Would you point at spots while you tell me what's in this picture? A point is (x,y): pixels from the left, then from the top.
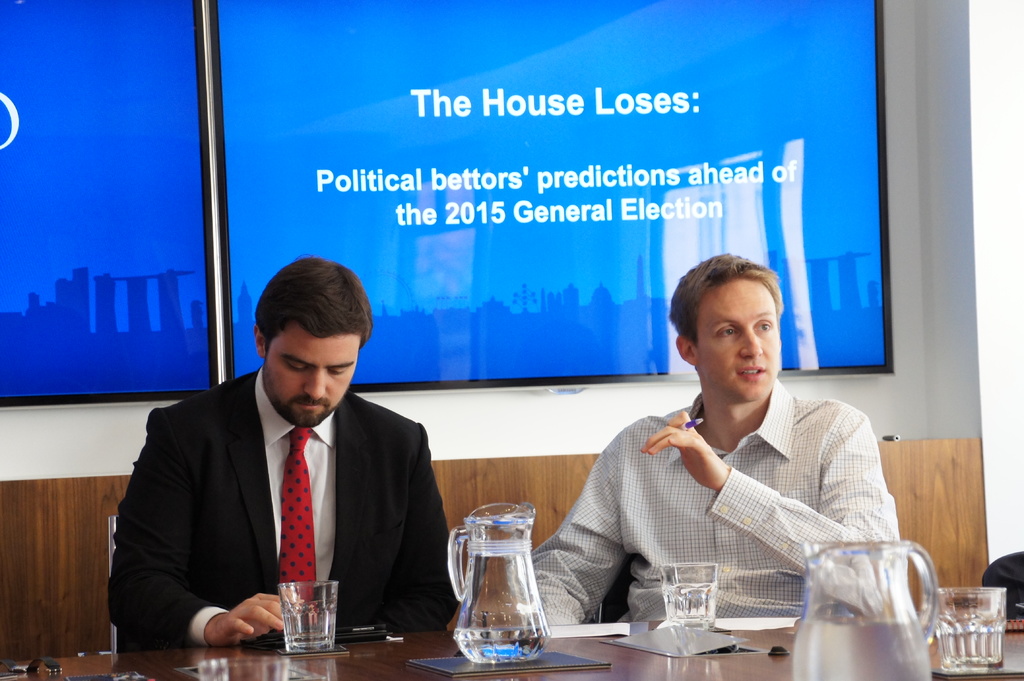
In this picture we can see two man (753,317) sitting on chair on right side (736,320) man (775,391) speaking holding pen (690,423) in his hand (674,434) and on left side (228,470) man (228,472) wore blazer (169,495), tie (302,512) and in front of them we have table (365,672) and on table (332,672) we can see glass (320,627), jar (517,557) and in background (174,105) we can see banner (414,165) on screen (252,214).
